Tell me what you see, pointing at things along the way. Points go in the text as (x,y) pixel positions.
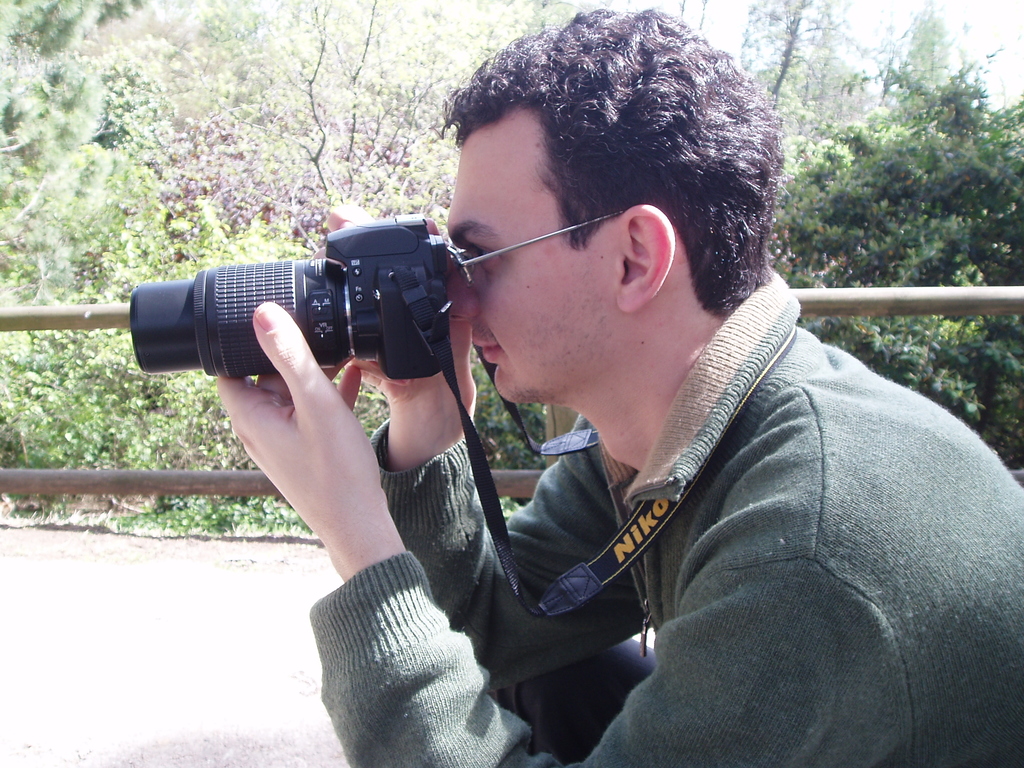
In this picture we can see man (624,502) wore spectacle (463,265) holding camera (371,254) in his hand (292,335) and taking picture and in background (250,84) we can see trees (156,179), wooden fence (968,302).
